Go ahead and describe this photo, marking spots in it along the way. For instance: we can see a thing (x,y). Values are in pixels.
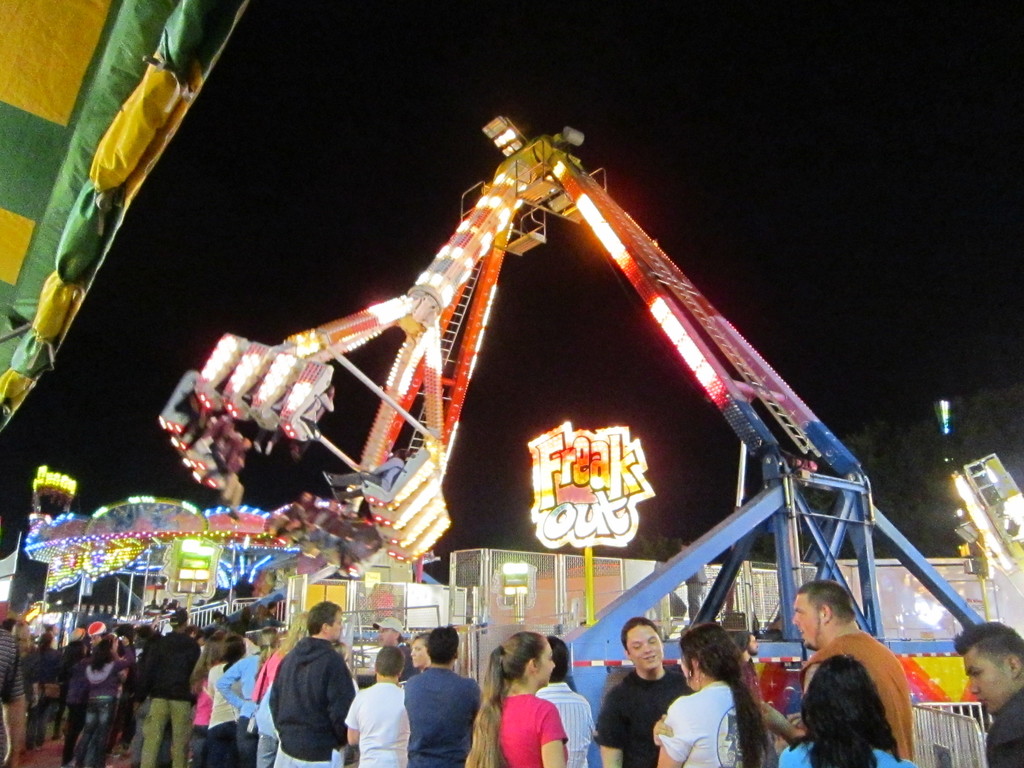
This picture is taken in an exhibition the people (168,662) enjoying the rides (471,208) in the exhibition.
